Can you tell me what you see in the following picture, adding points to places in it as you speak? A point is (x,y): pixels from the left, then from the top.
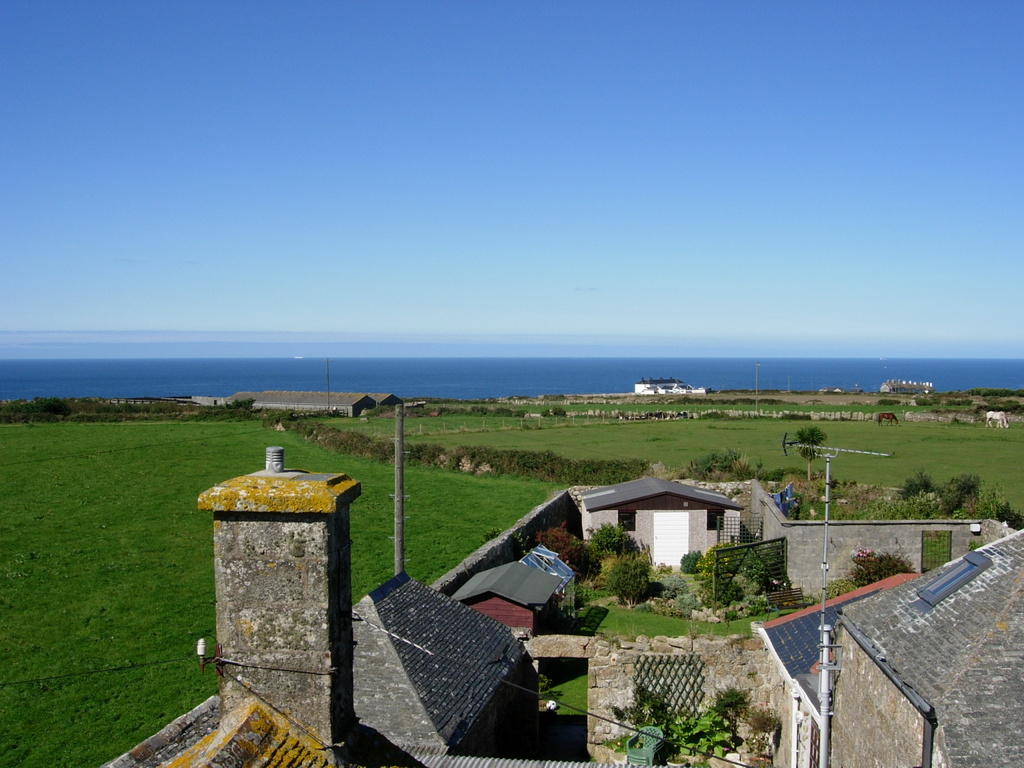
In this image at the bottom (479,629) there are some houses (917,628) and poles (401,486), in the background (375,398) also there are some houses (647,392), grass (1001,470), plants (928,398) and some animals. In the background (295,367) there is a sea (295,367), on the top of the image (448,204) there is sky (439,209).
